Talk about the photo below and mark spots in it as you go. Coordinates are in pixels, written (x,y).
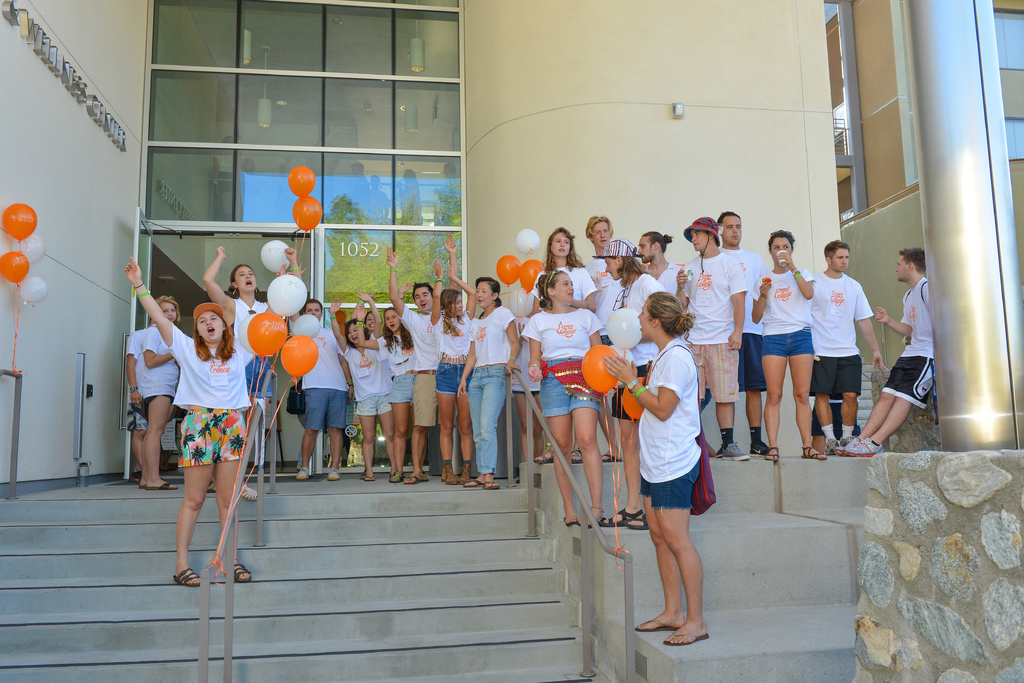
In this picture we can see some people (666,307) standing here, there are some balloons (29,243) here, in the background (607,141) there is a wall (552,161), we can see glass (349,189) here, at the bottom (338,593) there are some stairs (338,584).
